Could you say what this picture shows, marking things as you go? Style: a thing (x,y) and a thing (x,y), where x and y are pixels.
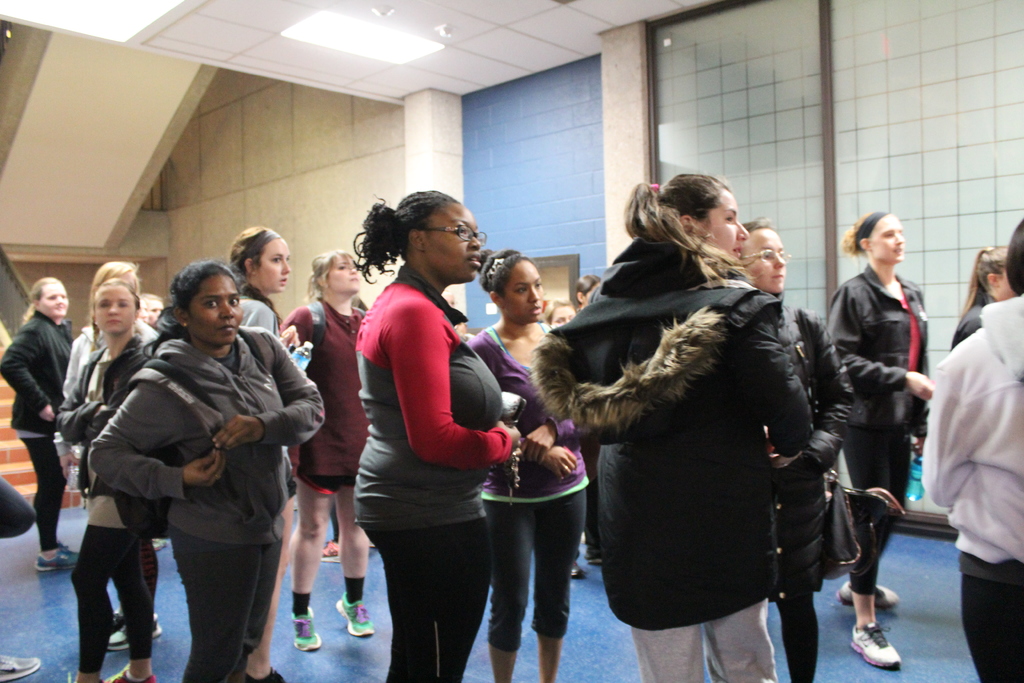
This picture describes about group of people (552,366), in this we can find few women (450,395), in the background (413,108) we can see a light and walls (358,132).
